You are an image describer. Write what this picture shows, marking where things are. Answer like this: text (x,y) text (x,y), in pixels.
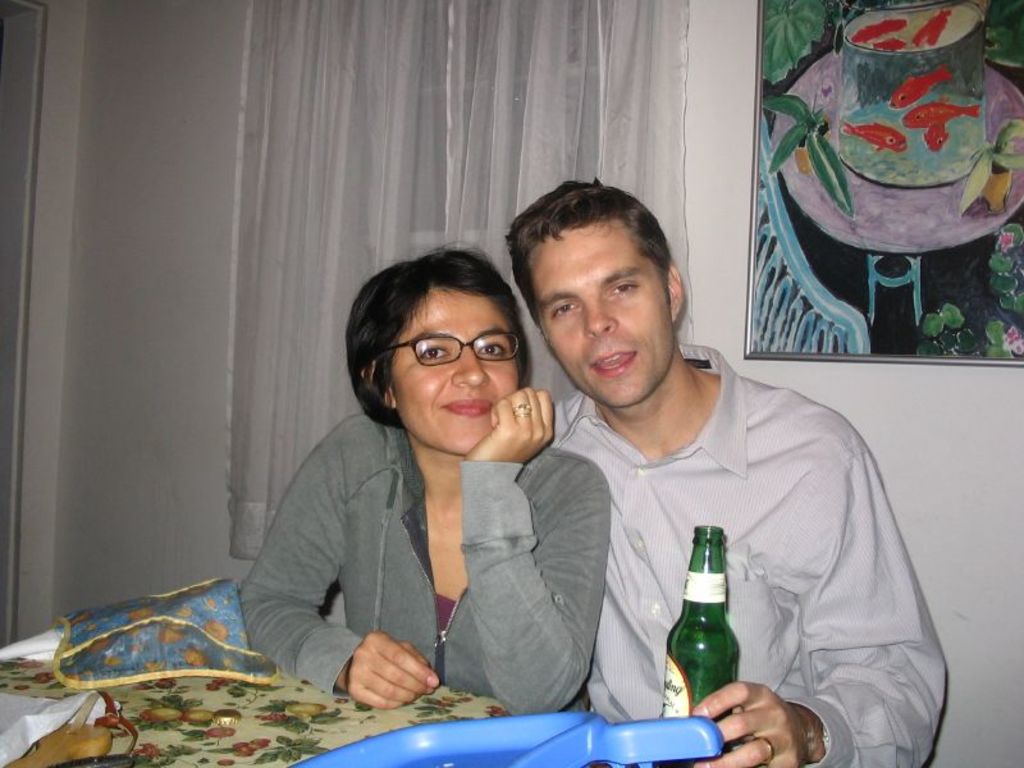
In this picture there is a man (625,546) and woman (595,572) who is sitting on a chair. There is a bottle (673,677) and a bag (196,664) on the table (179,682). There is a curtain (399,138) at the background (544,142). There is a frame (891,202) on the wall (134,48).
